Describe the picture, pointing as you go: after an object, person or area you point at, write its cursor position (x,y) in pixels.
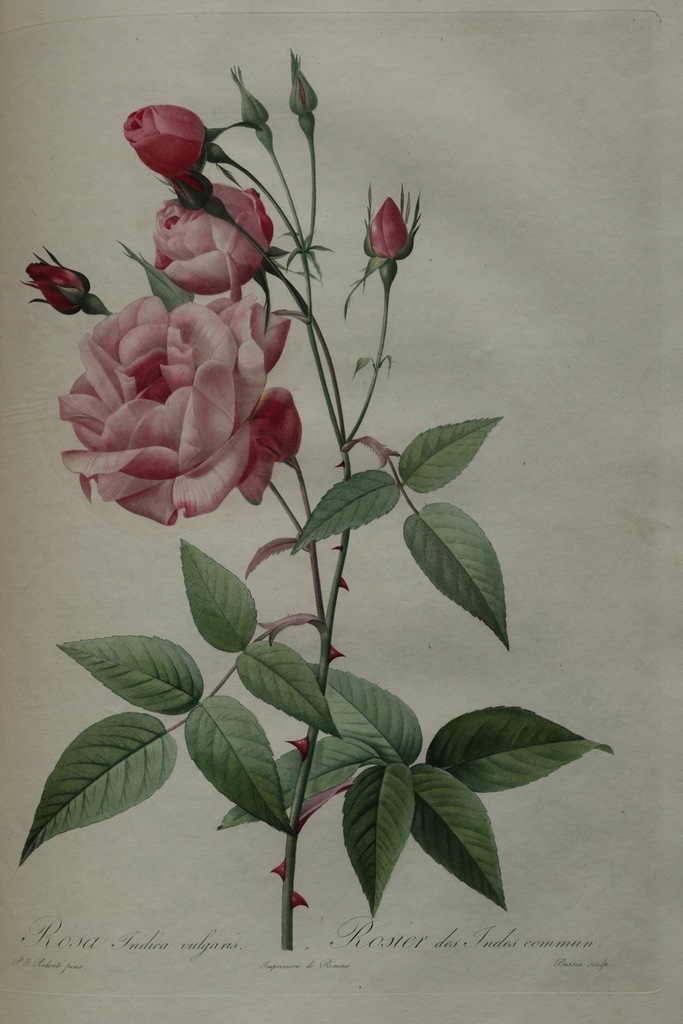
In the image there is a painting (287,462) of a rose flower plant (240,258) with some text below it.
